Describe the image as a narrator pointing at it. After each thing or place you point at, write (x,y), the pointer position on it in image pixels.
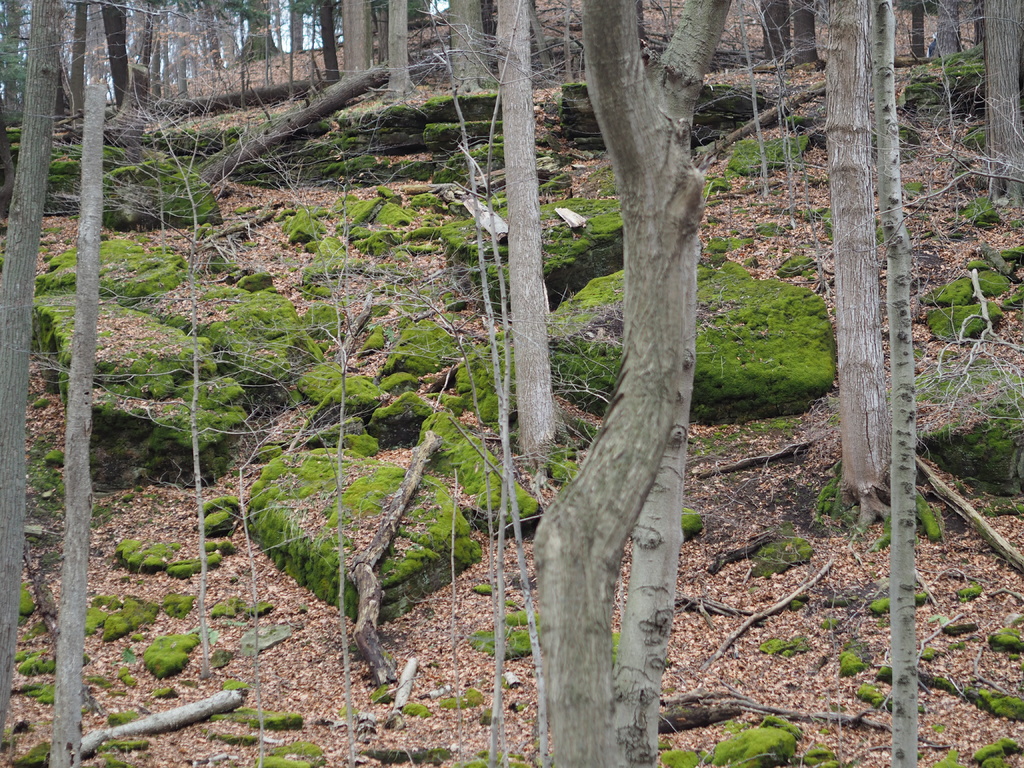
In this image I can see few trees (23,209), the grass (302,539) and few sticks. The sky (285,48) is in blue color.
